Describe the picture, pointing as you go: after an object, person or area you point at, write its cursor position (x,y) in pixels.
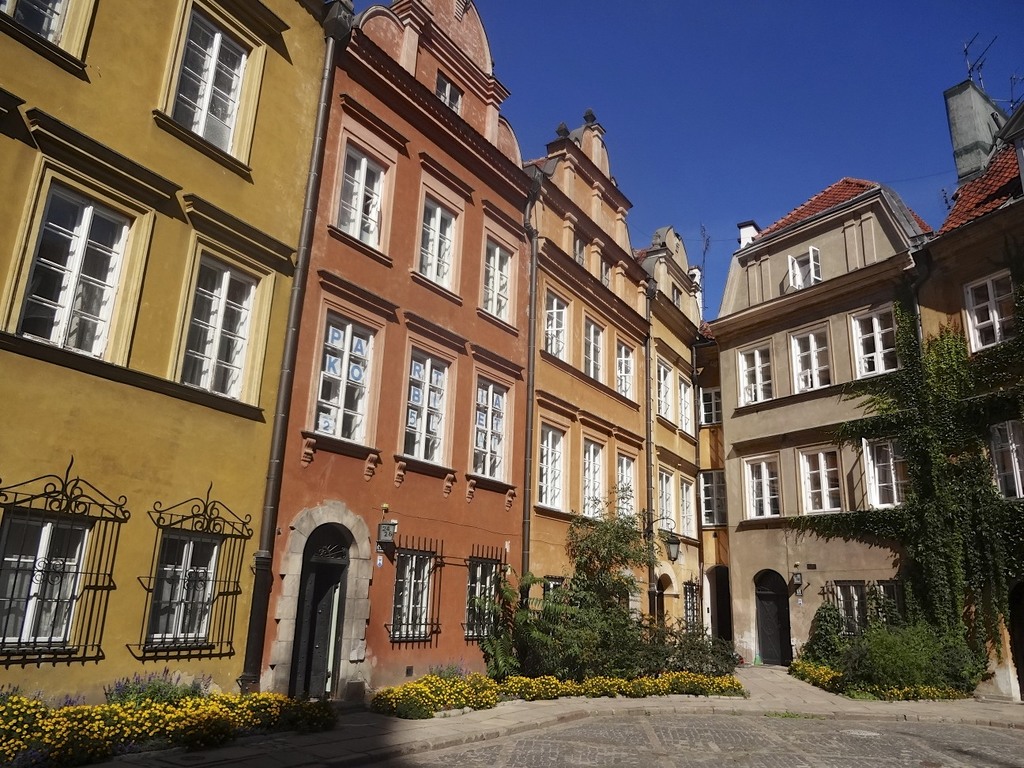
In the picture I can see buildings (635,477), trees (574,657), flower plants (547,689) and some other objects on the ground (773,670). In the background (752,132) I can see the sky (780,137).
